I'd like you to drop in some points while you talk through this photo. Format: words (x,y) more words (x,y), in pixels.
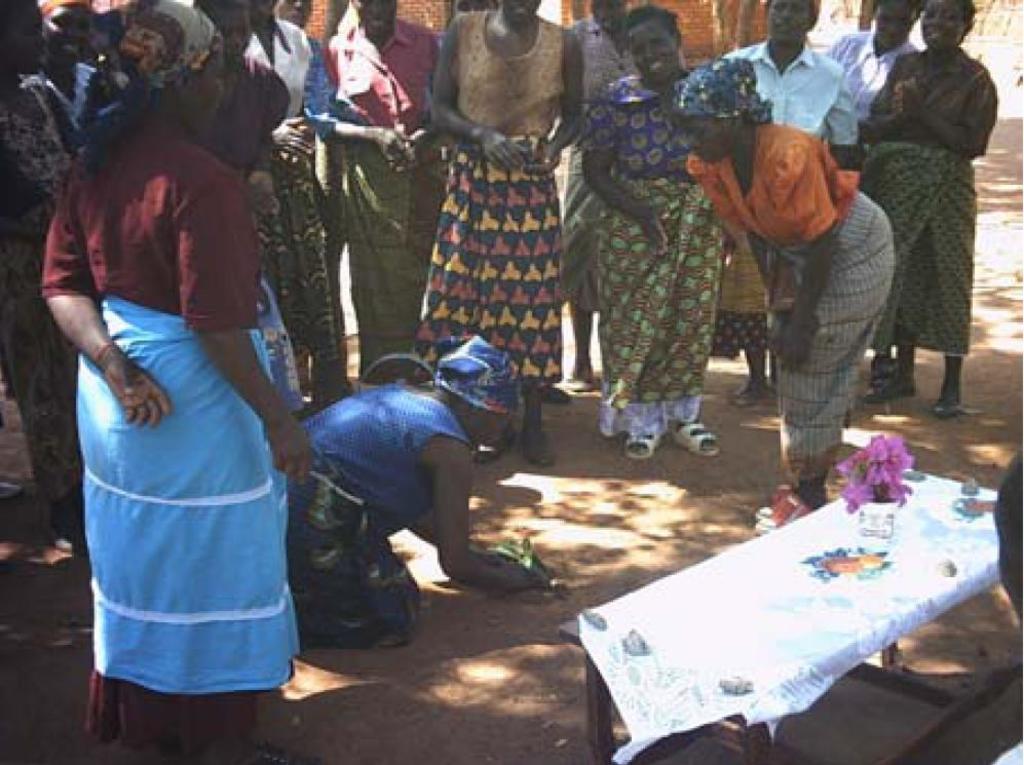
In this image I can see the group of people (497,171) standing. Among them one person (407,498) is sitting on the ground (566,508) and doing something. In front of them there is a flower vase (875,498) on the table (816,609). At the back side (695,7) I can see the brick wall (702,15).
